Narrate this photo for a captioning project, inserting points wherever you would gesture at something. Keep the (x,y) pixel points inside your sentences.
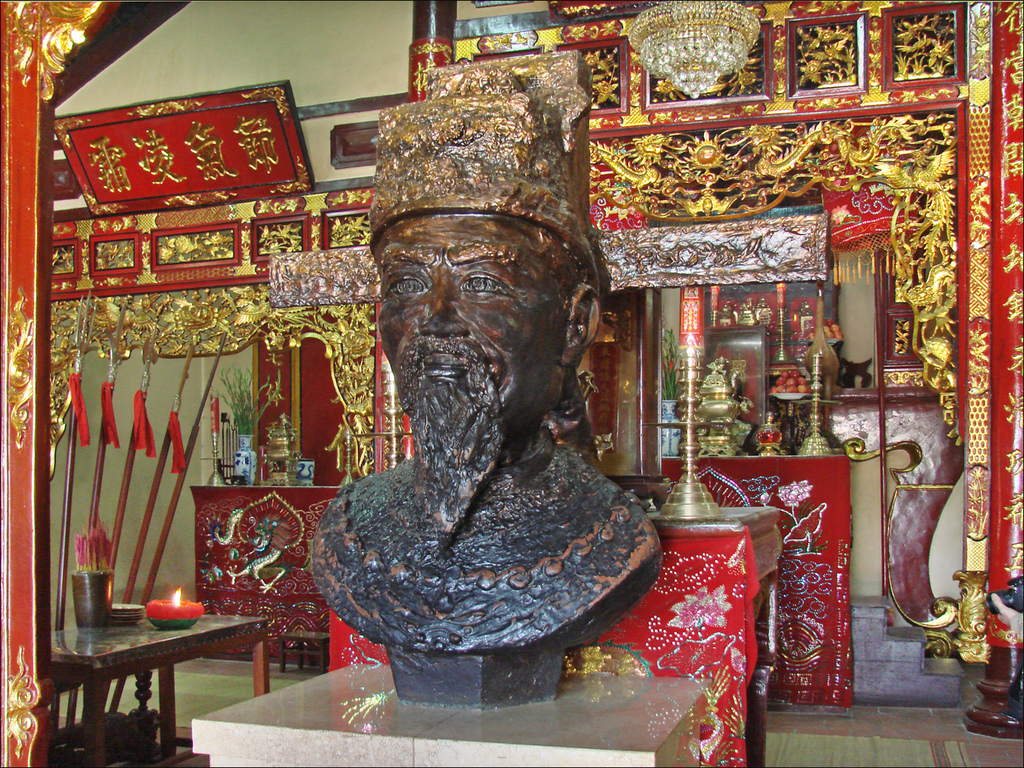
We can see statue (441,442) on the surface (425,724) and we can see earthenware object (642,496) and objects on the table (109,656). Background (766,318) we can see board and objects (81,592) on the table (93,644) and we can see floor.
